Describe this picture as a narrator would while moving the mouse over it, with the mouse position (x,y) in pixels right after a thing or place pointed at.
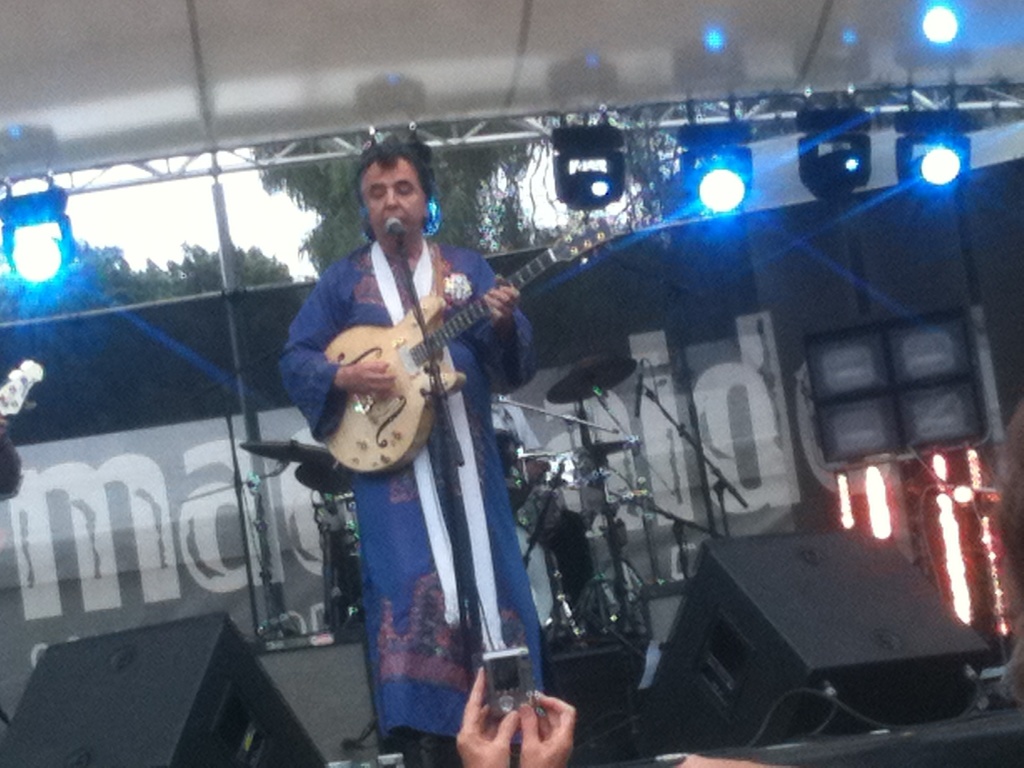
A man (412,545) is on the stage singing on mic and playing guitar (388,394), behind him there are musical instruments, lights (11,262), trees (75,287) and sky (253,210). And a person (507,727) in front of him is capturing photos.
